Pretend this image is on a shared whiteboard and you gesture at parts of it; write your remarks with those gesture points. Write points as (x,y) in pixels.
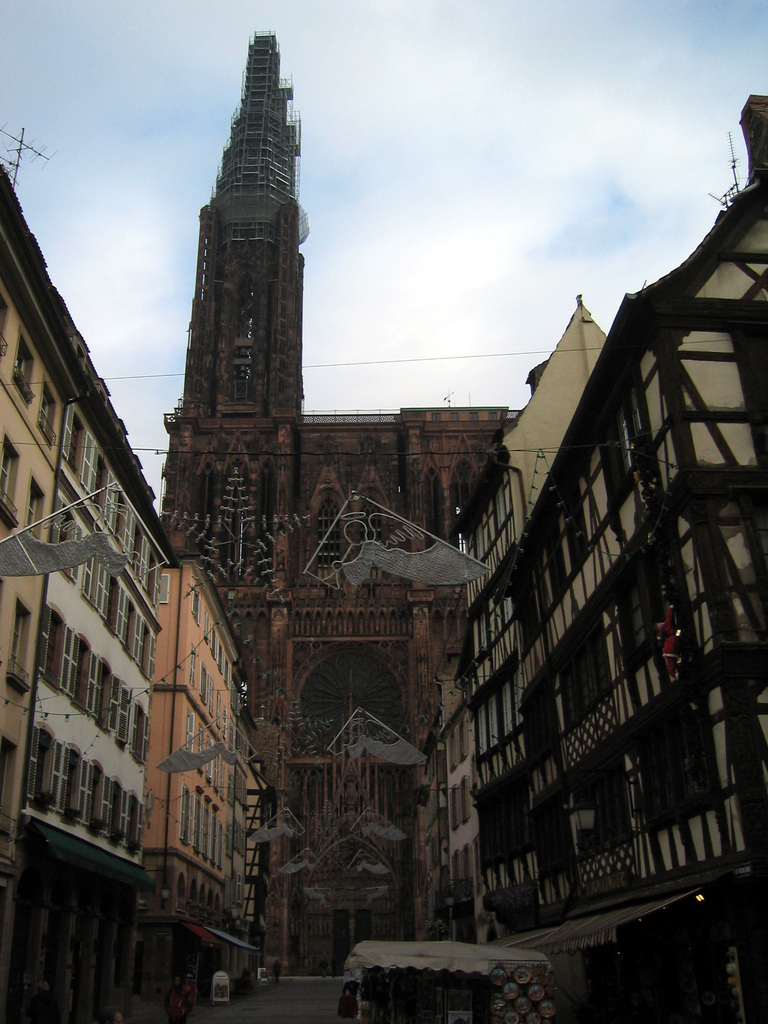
In this picture we can see few buildings (283,351), metal rods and clouds (380,245).
